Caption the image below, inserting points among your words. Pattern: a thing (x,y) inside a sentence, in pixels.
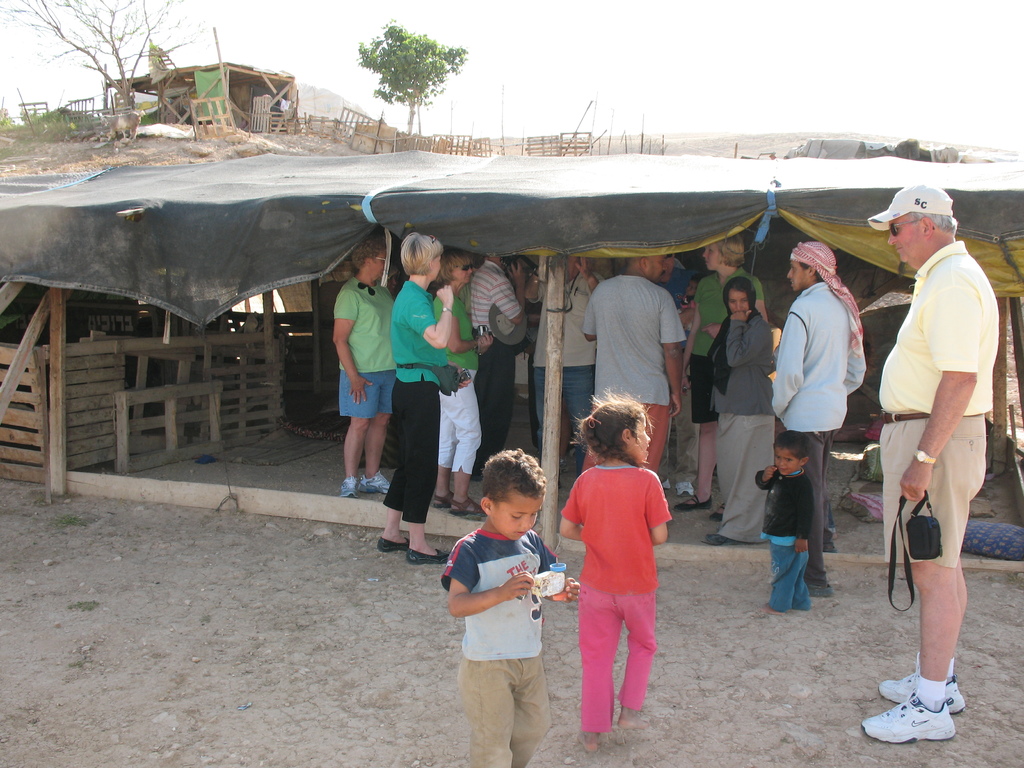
In this image few persons (540,358) are standing under the tent (681,221). Few persons (605,558) are standing on the land (813,712). Right side (952,359) there is a person (934,364) wearing a cap (896,204) is standing on the land (900,659). He is holding an object (908,533) in his hand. Bottom of the image (523,615) there is a kid (528,596) holding an object (544,588). Beside there is a girl (619,626) walking on the land (712,700). A kid (793,542) is standing beside the person (813,399). He is wearing a cloth (821,268) on his head (818,280). Left side (103,396) few wooden planks (112,405) are under the tent (215,250). Left side (216,112) there is a house (238,98). Before it there is fence (368,133). There are few trees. Behind there is a hill (310,98). Top of the image (587,58) there is sky (583,40).
